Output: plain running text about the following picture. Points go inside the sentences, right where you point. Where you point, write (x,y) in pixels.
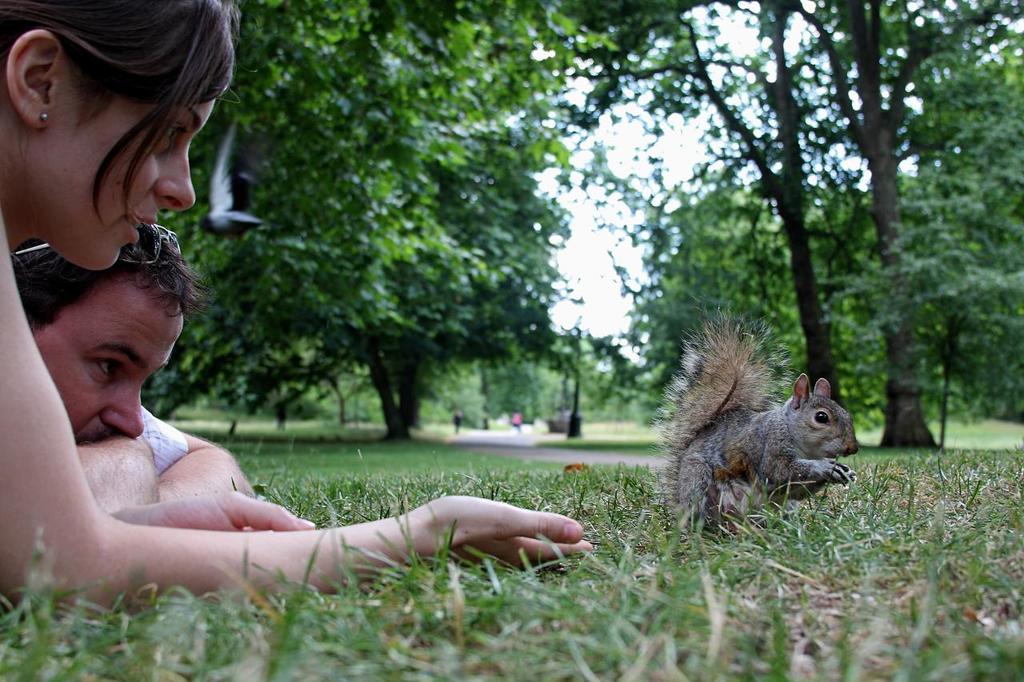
On the left side of the image (81,390) we can see a man (105,350) and a lady (106,111) lying on the grass (230,597). In the center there is a squirrel (713,490). In the background (630,317) there are trees (658,232) and sky (591,269).
